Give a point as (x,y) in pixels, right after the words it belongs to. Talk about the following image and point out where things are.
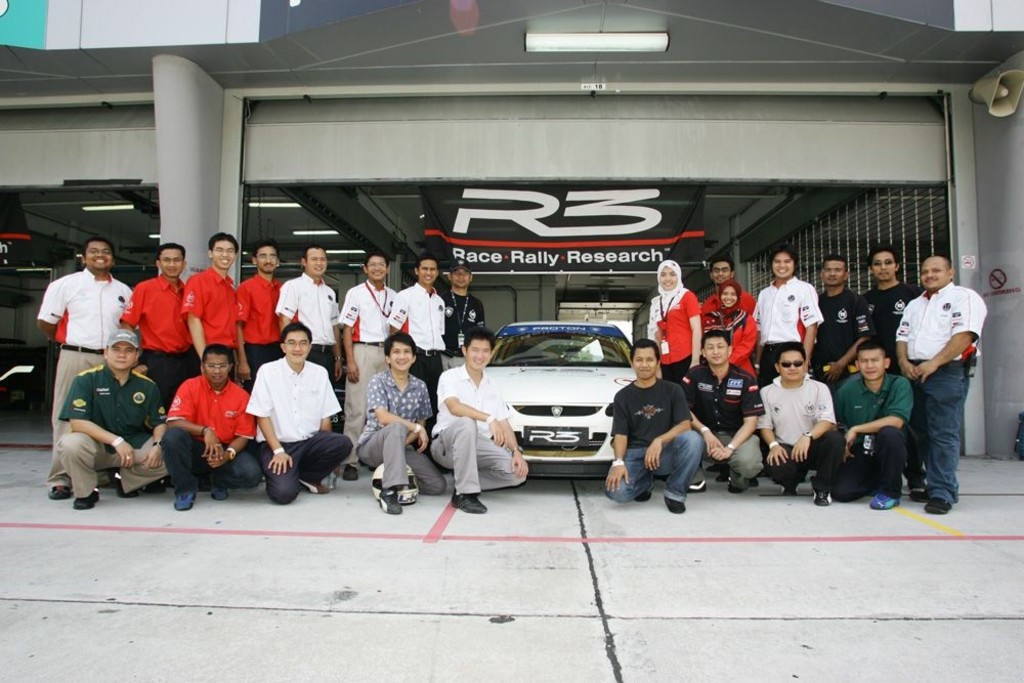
In this image I see number of people (808,340) in which few of them are sitting and rest of them are standing and I see a car (529,386) over here which is of white in color and I see that most of them are smiling and I see something is written over here and I see the path (494,519). In the background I see the lights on the ceiling (251,225).
